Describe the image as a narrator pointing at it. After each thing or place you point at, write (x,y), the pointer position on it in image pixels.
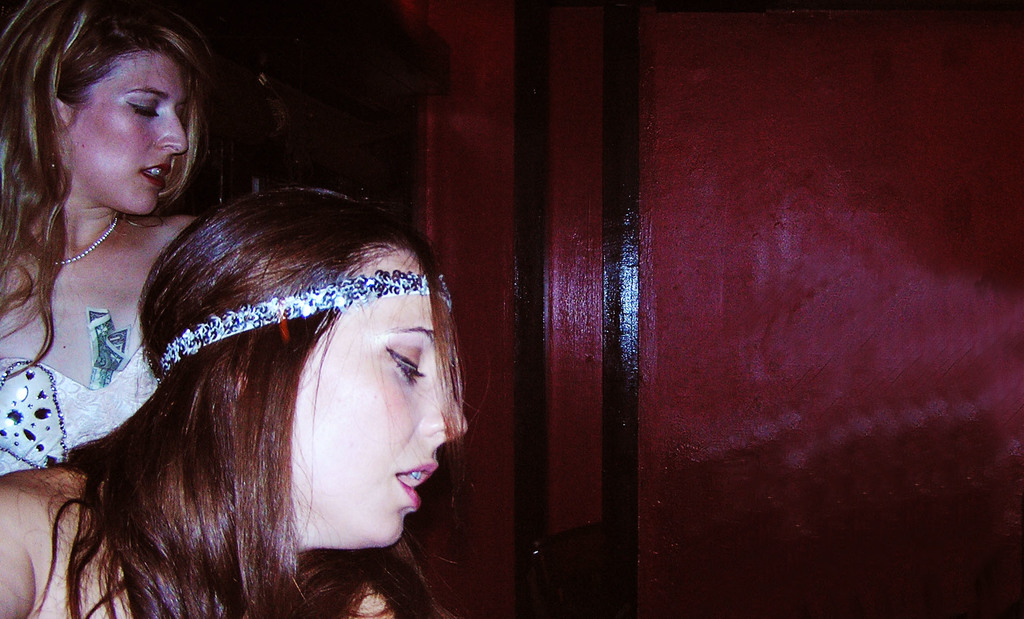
In this picture we can see there are two women (129,151) in a room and on the right side of the women (195,282) there is a wall (690,321).
